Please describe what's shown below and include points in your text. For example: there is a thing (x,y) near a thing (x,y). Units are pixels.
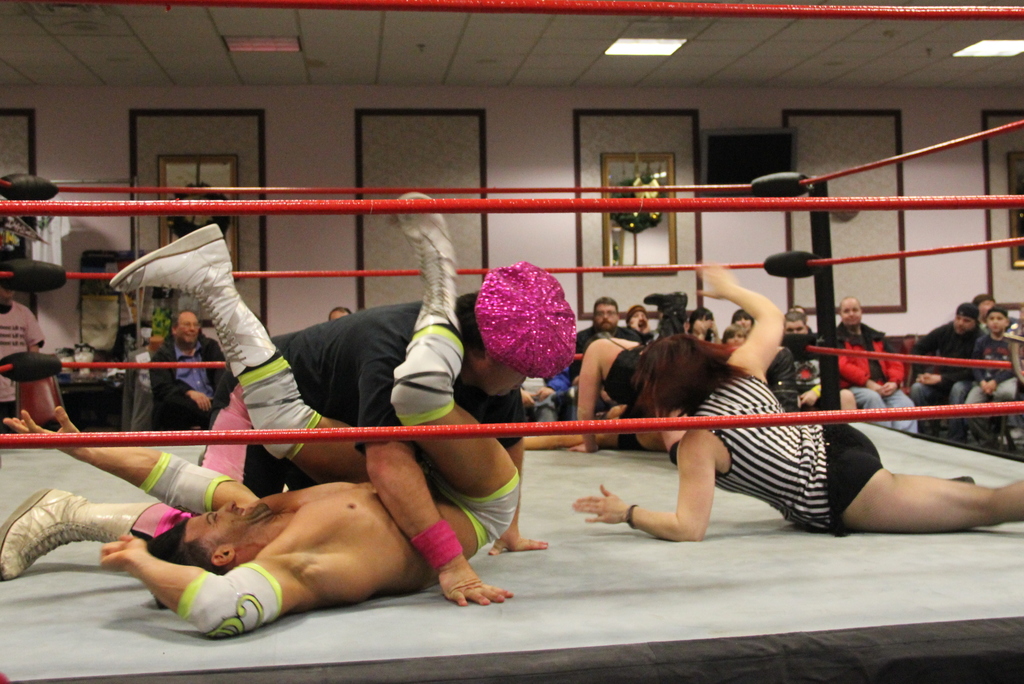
In this image people (318,554) were fighting in the ring (821,337). At the background (190,346) some people (879,340) were sitting on the chair (911,381). At the back side (234,148) there are photo frames (620,154) attached to the wall (312,129). On top of the roof (693,44) there are false ceiling lights (643,41).
